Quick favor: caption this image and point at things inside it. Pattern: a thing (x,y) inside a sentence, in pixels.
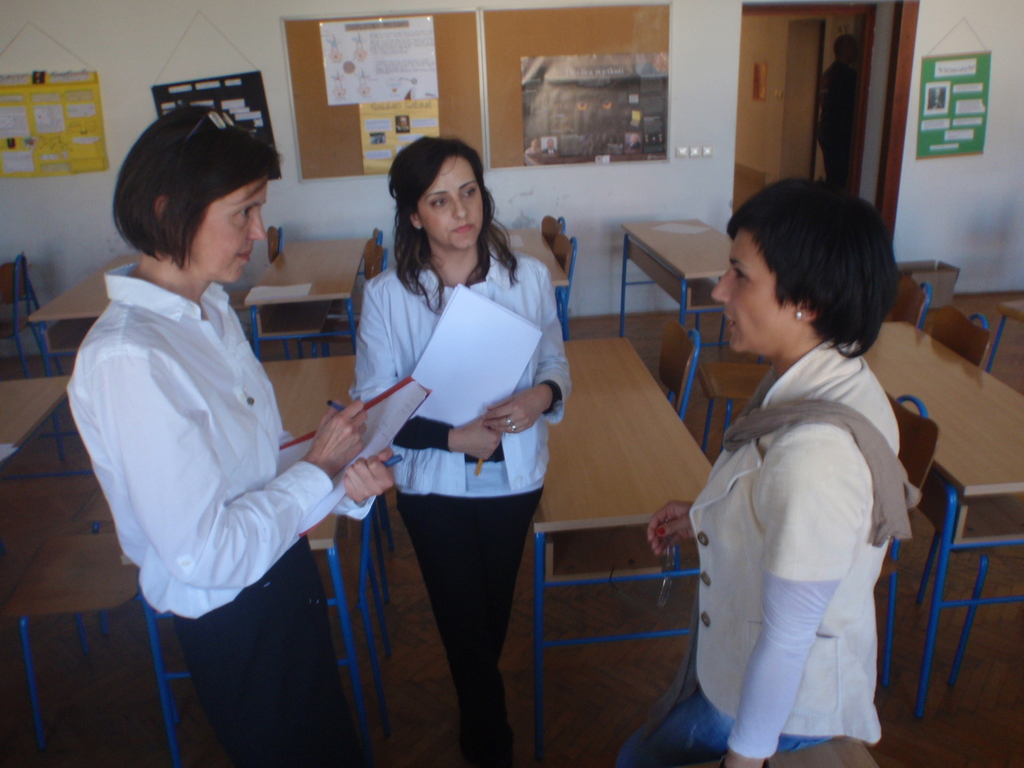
In this image there are group of ladies (869,635) standing together in a room (25,504) in which two of them (214,432) holding papers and one of them (348,460) writing something with pen (336,408), behind them there are so many benches (6,426) and also there are some charts (14,157) and notice boards (311,159) hanging on the wall (990,172).
